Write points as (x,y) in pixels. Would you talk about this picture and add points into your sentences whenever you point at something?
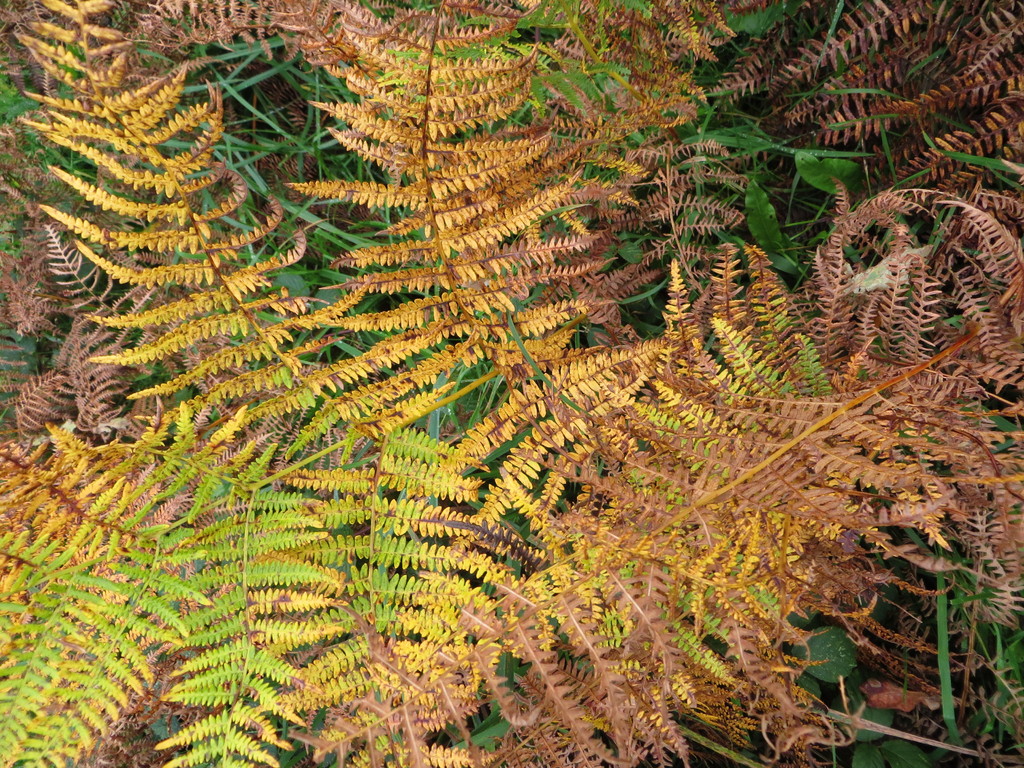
In this image, I think these are the ferns (898,291) with the stems (325,453) and the leaves (343,412).
